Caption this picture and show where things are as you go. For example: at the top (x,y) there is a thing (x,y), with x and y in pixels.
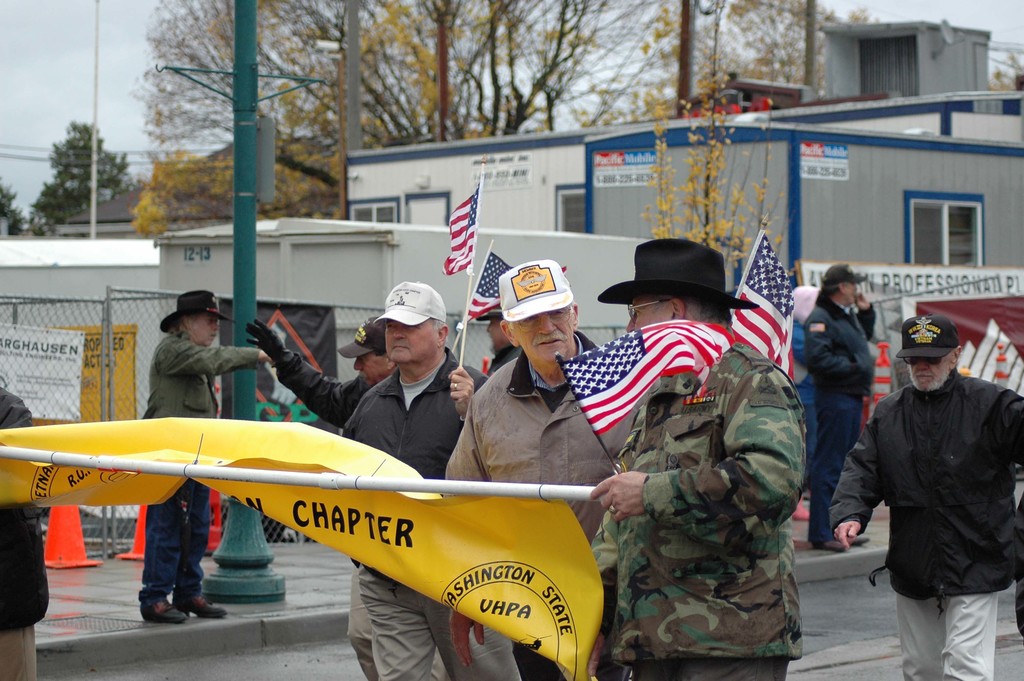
In this image we can see three men (493,429) are standing. One man (446,416) is wearing jacket (682,533) and holding flags (632,396) in their hand (618,479). Behind people (943,346) are standing. Background of the image trees (434,110), poles (356,131) and buildings (379,230) are there. The sky (122,54) is in grey color.
